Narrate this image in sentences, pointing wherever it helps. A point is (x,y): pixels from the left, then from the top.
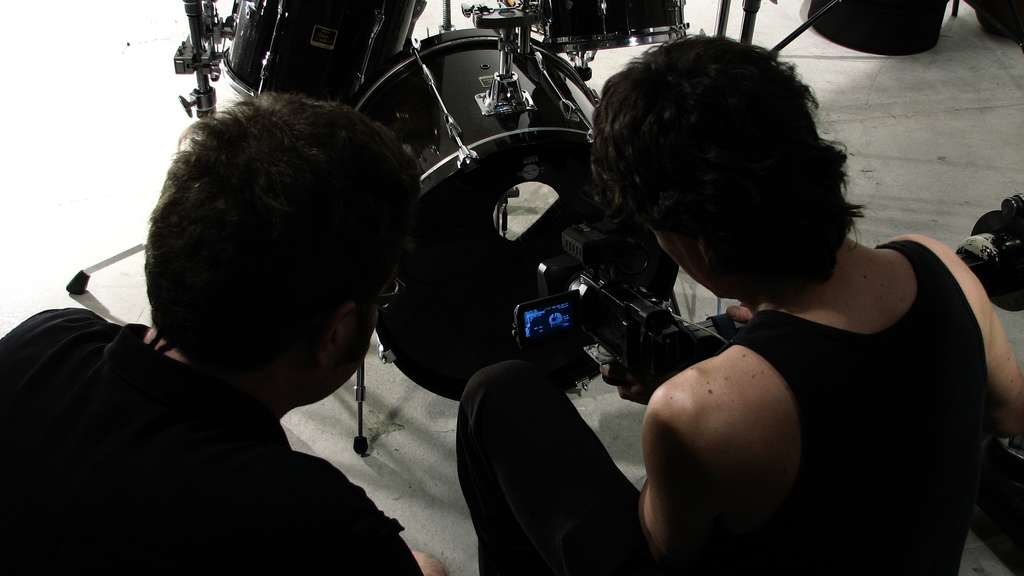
There are two people (662,434). Person (775,426) on the right (775,426) is holding a camera (630,344). In the back (504,94) there is a musical instrument (545,92).
